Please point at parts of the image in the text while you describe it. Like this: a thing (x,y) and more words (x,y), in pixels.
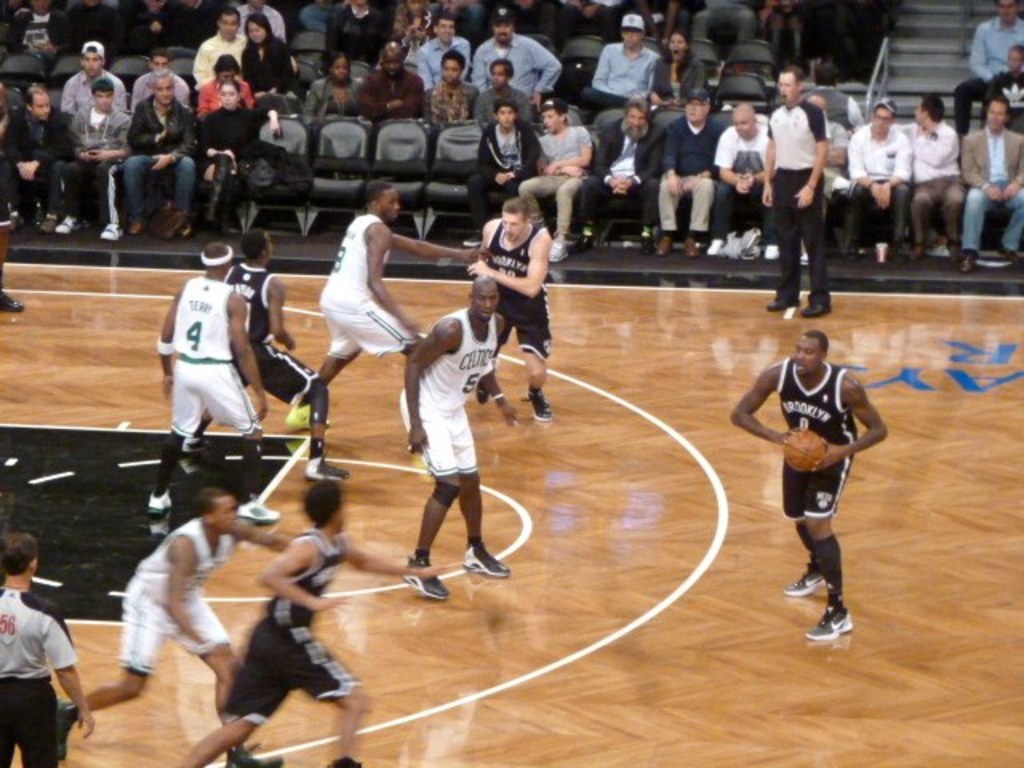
In this image few players (196,364) are playing on the basketball court (443,544). This person (819,488) is holding basketball (800,465). In the background (140,145) people (479,175) are sitting on the chairs (61,78). They are watching the game. Here there are stairs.
